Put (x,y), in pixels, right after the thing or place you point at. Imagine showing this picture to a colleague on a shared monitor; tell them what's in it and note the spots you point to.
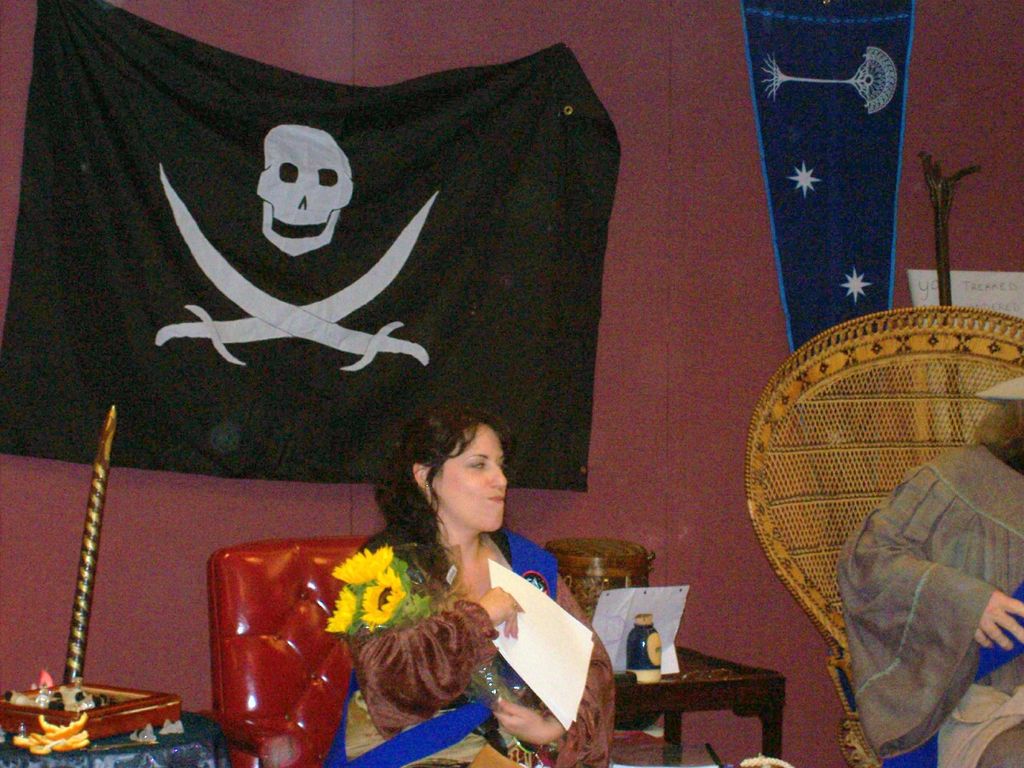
This is the woman (426,661) holding a bunch of sunflowers (489,668), papers (548,664) and sitting on the chair (317,652). I can see a wooden object (112,732) placed on the table (102,740). This looks like a cloth (289,205) hanging to the wall (671,234). Here is another table (696,664) with a bottle (648,637), paper (620,591) and a box (589,566) on it. On the right side of the image (955,525), I can see a person (955,507) sitting on the chair (881,472).
